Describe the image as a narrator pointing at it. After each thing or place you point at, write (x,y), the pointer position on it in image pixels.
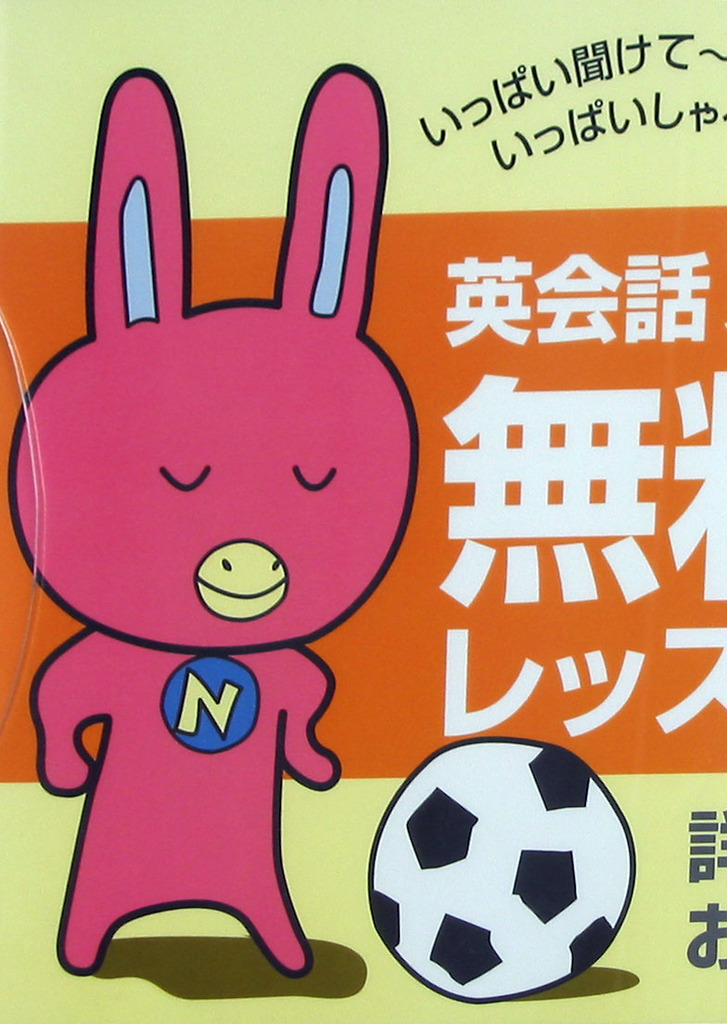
In this image we can see a poster (575,438) with some text (564,403) and image (619,902).
